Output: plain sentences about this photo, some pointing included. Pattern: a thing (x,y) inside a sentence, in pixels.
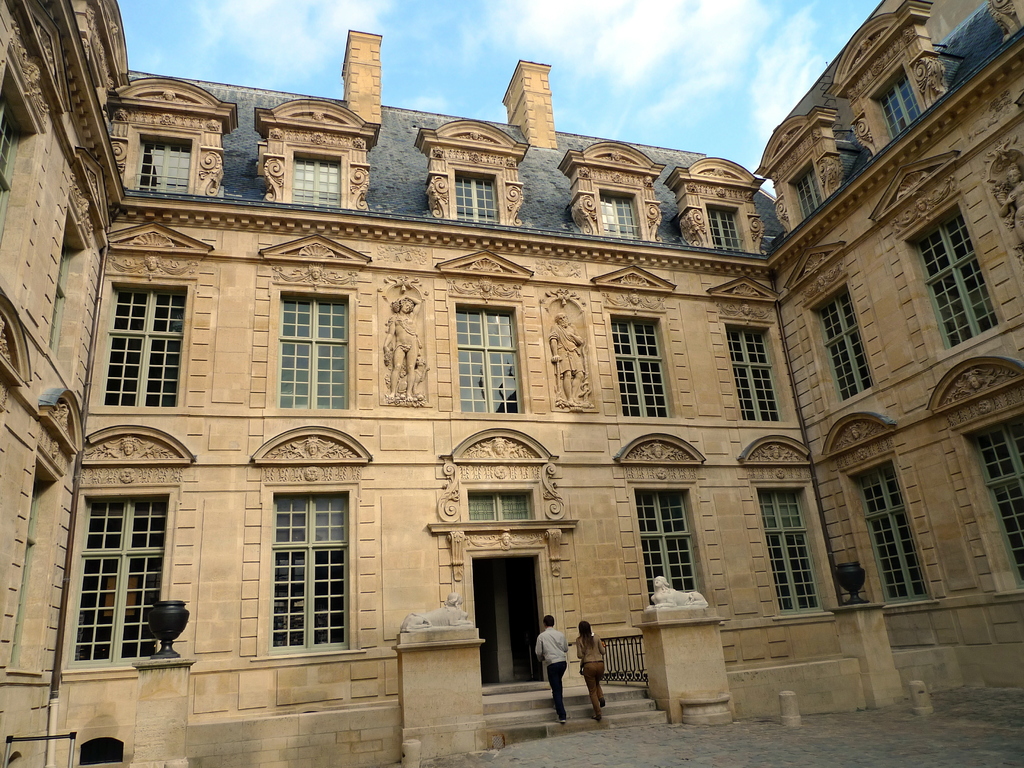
There is a huge building (445,357) with a lot of windows (485,394) and two people (553,658) are walking into the building (481,554), it has many carvings (398,344) done to the wall (398,249).
